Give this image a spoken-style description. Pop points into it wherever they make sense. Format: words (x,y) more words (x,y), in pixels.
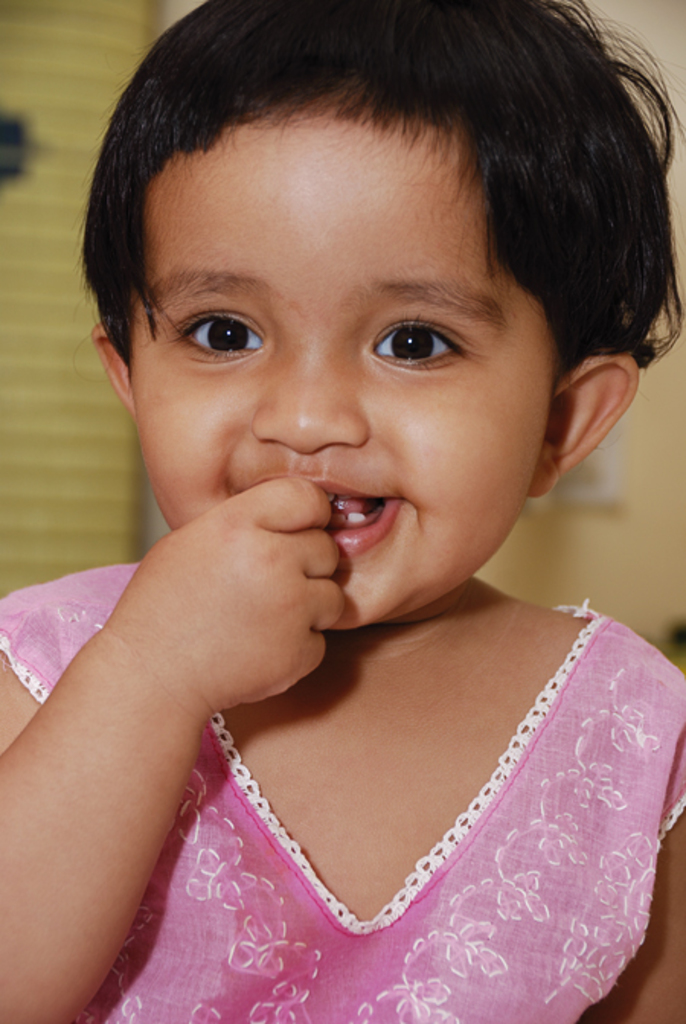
In the image there is a baby (350,636) in pink dress (568,971) smiling and in the back (613,518) there is wall (558,518).
